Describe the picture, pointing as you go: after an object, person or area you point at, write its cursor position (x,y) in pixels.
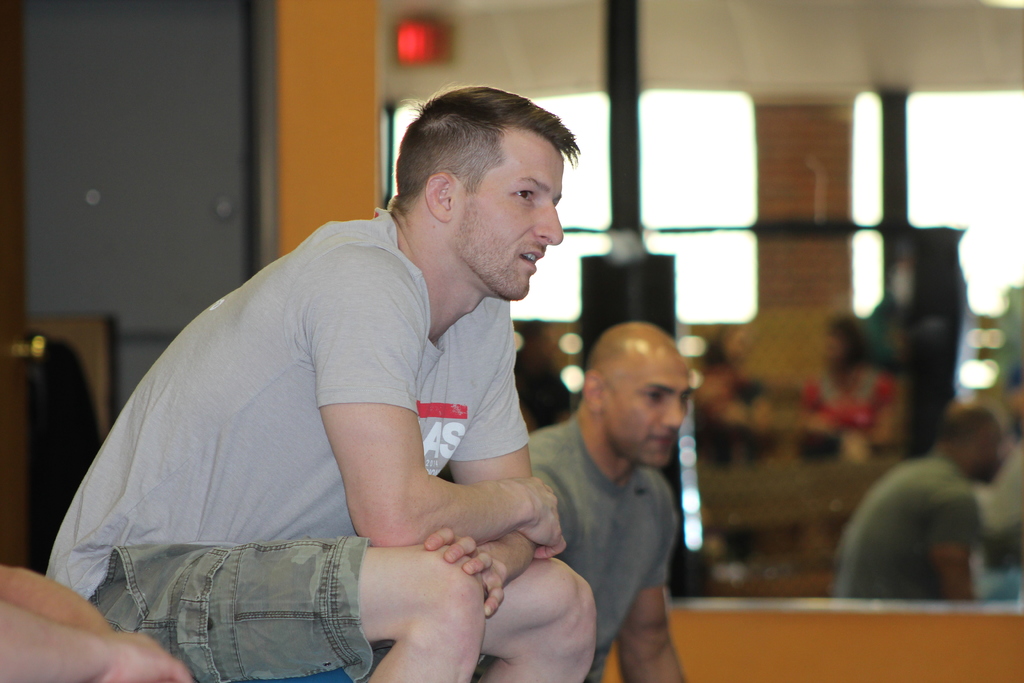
In this image in the foreground (323,350) there is one person (316,439) sitting, beside him there is another person (582,518). And in the background (569,509) there is another person (626,486), mirror (741,419) and in the mirror (724,331) there is a reflection (832,379) of some persons (959,453), poles (632,98), window (592,176). And some other objects (814,502), and on the left side (124,244) there is a wall (83,267) and some objects (54,370).
